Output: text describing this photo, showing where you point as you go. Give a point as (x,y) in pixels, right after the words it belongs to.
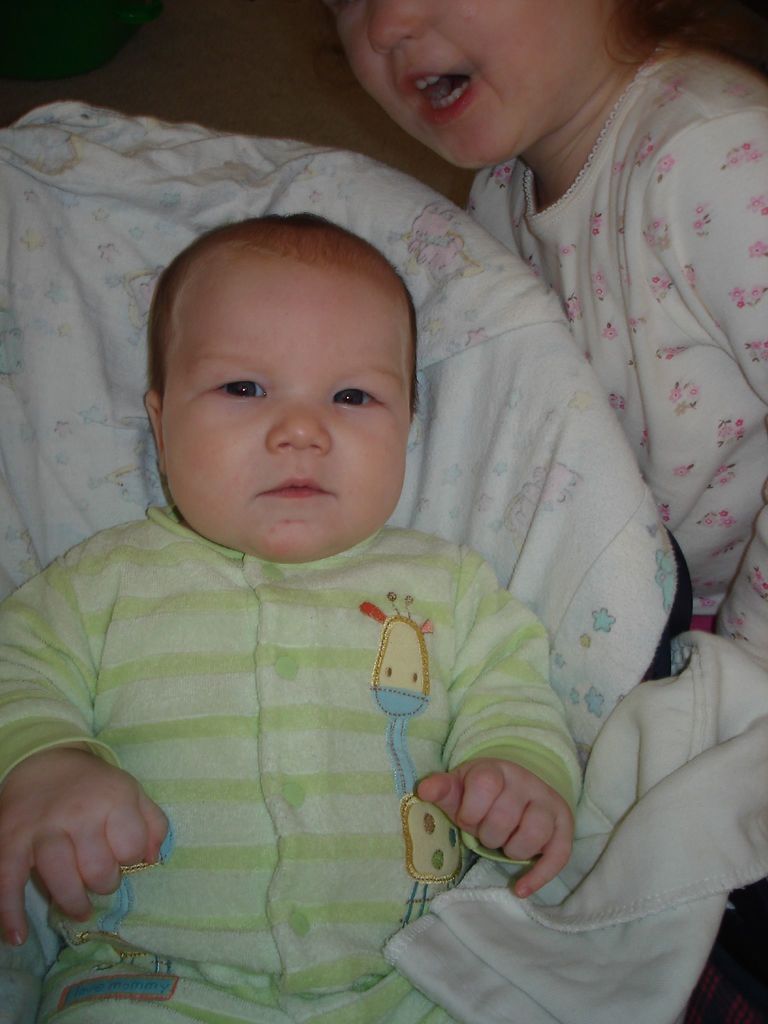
In this picture I can see a baby (367,258) lying on the cloth (498,471), and at the top right corner of the image (581,216) there is a kid (635,86).
